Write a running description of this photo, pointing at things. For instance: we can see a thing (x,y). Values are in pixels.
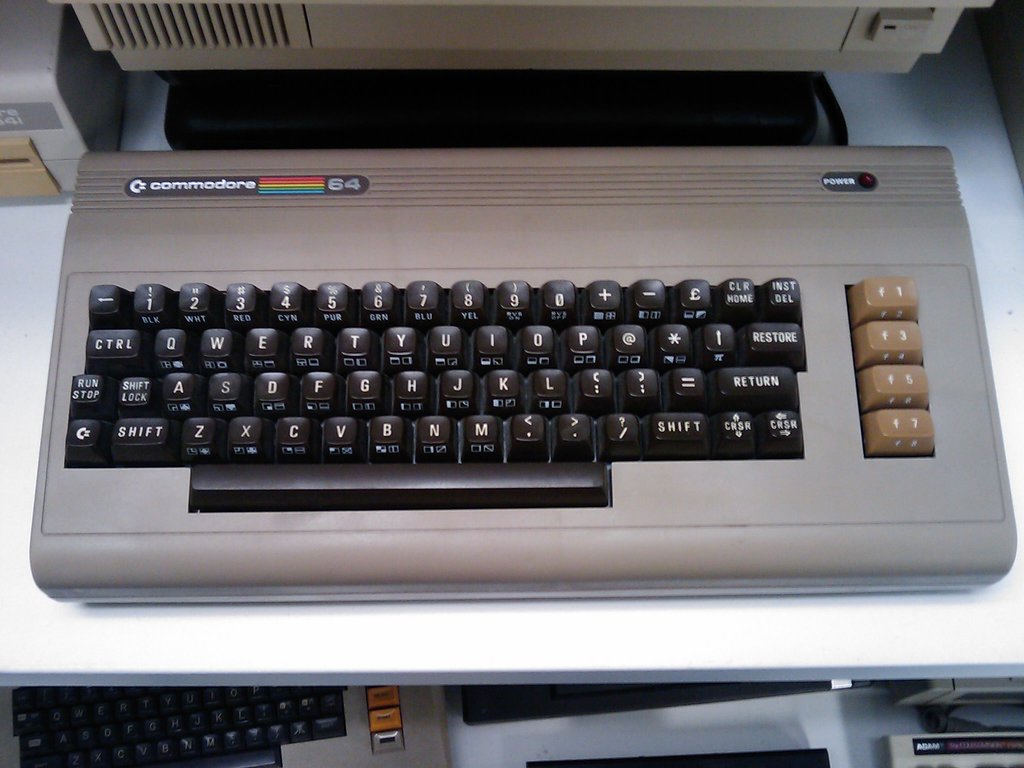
In this image in the front (409,496) there are keyboards (391,537) and at the top of the image (511,41) there are objects (481,43) which are white in colour and black in colour.
